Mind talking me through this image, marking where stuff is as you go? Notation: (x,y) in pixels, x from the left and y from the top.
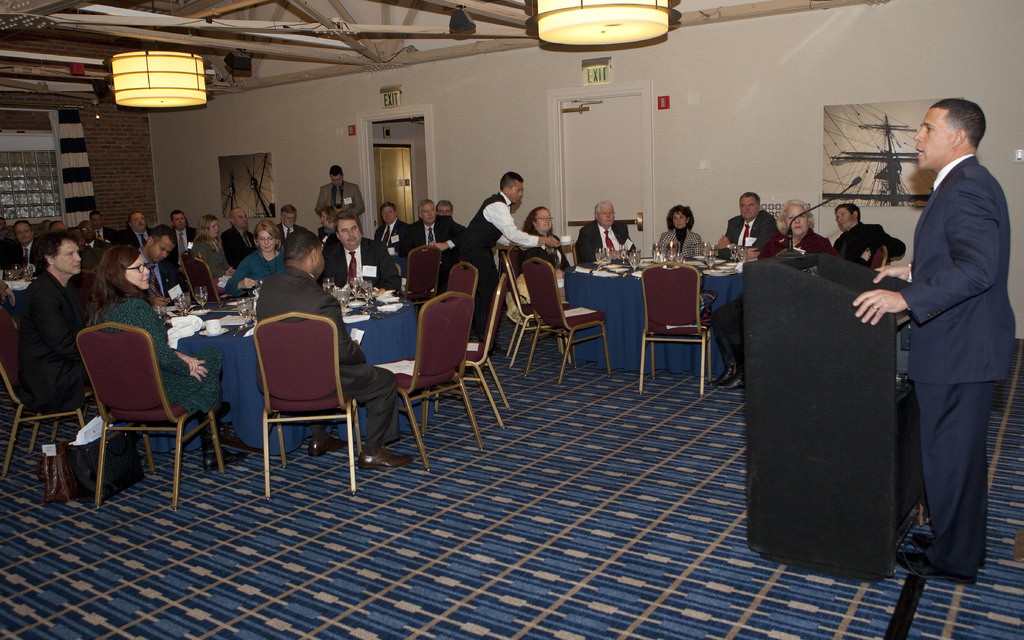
This image looks like it is clicked inside a conference hall (379,410). To the right (877,307), there is a man (907,304) standing in front of the podium (877,369) and talking. He is wearing blue colored suit (955,294) and pant (941,462). At the bottom (586,501), there is floor (553,494) on which there is a blue colored floor mat (488,570). There are many people (308,239) in the image. There are some chairs (109,345) and tables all over the hall (229,297). The chairs (307,376) are in brown color. In the background (215,115), there is a wall (667,161), doors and window curtains (75,170).
